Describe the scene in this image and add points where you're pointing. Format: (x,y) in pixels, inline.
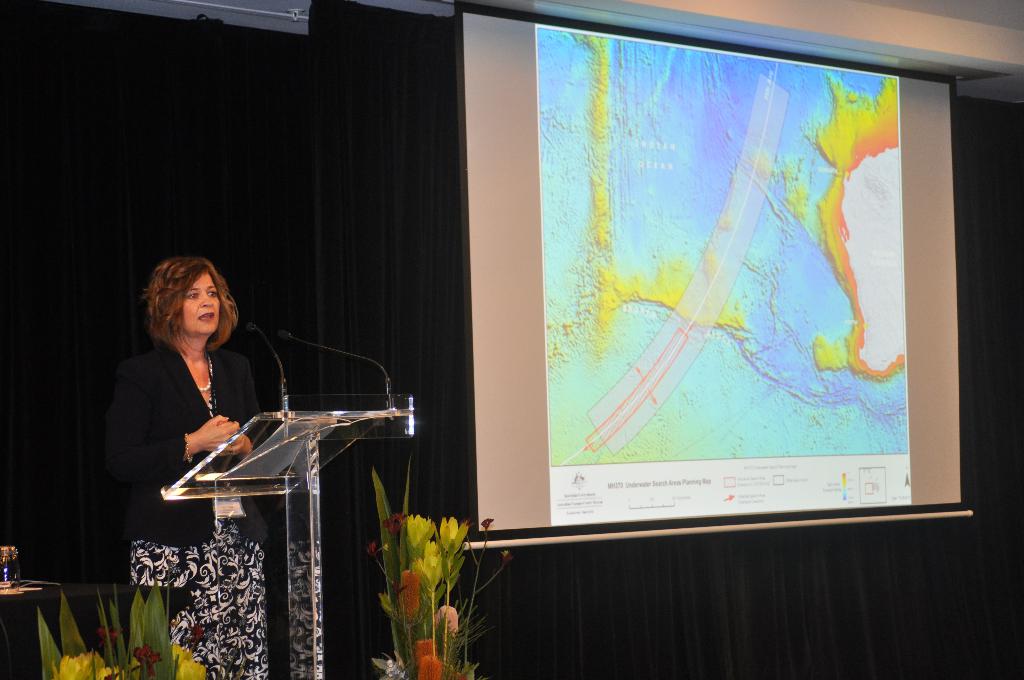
There is a woman (216,384) in black color jacket (190,413), standing and speaking in front of a glass stand (283,446), on which, there is a document (250,471) and there are two mics (355,357), near plants (400,550), which are having flowers (411,591), on the stage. Beside her, there is a screen (899,184). The background (49,101) is dark in color.
